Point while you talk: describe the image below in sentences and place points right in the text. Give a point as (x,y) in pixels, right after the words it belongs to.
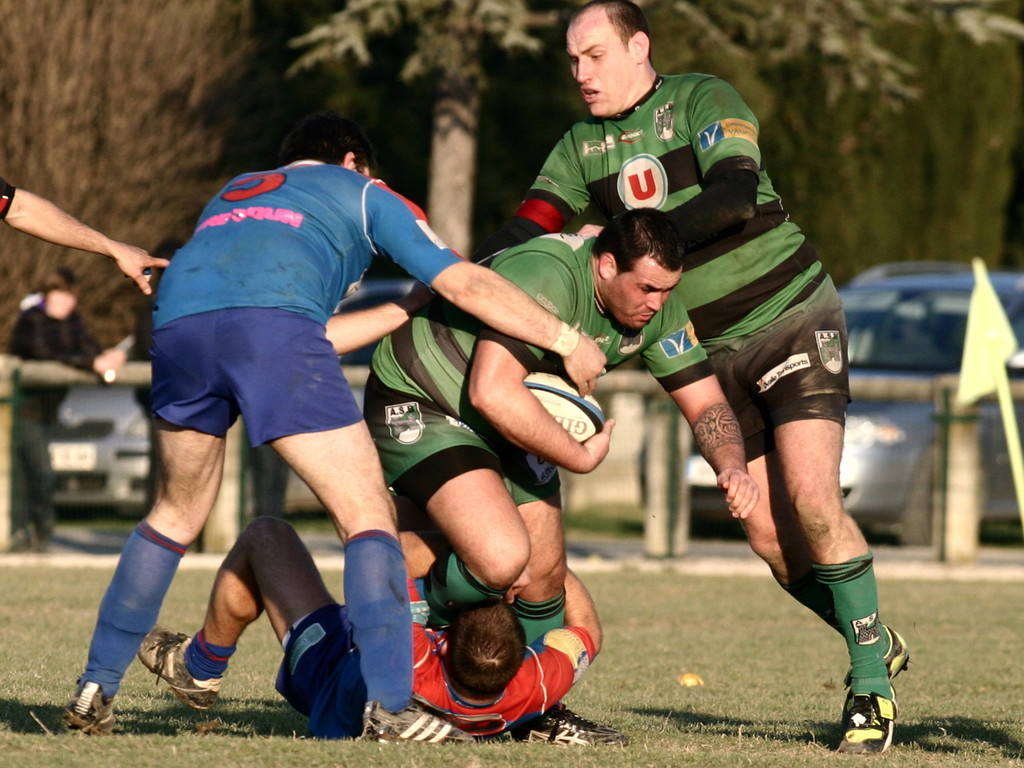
In this image In the middle (532,335) there are four men (397,564), they are playing some game. On the right (739,283) there is a man (687,205) he wear green t shirt (646,154), trouser (774,357), shoes (858,720) and socks (844,636). In the middle (511,434) there is a man (504,438) he wear green t shirt (547,291), trouser (457,454), socks (527,618) and shoes (553,722), he is holding a ball (561,400). On the left (227,322) there is a man (244,304) he wear blue t shirt (286,248), trouser (318,380), socks (364,647) and shoes (99,700). At the bottom (463,645) there is a man (316,648) he wear red t shirt (541,695), trouser (318,671), socks (221,646) and shoes (176,652). In the background (890,331) there is a man (73,345), car (906,321), flag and trees (853,131).
